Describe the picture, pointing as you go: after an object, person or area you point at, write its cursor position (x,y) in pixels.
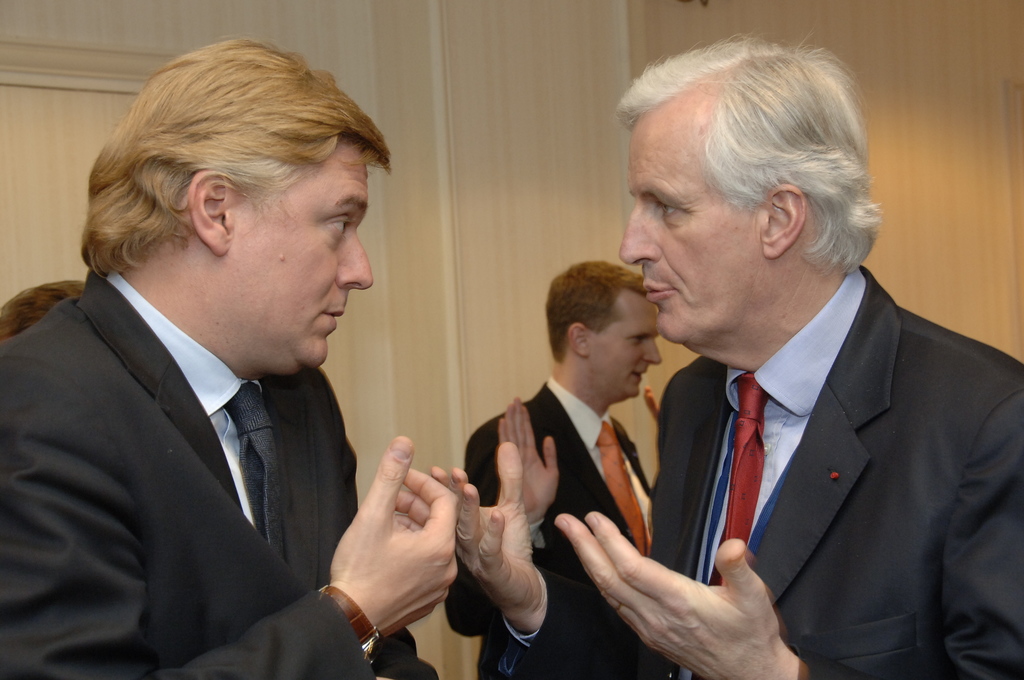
In this image we can see man (328,565) standing. In the background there are walls (930,243).
